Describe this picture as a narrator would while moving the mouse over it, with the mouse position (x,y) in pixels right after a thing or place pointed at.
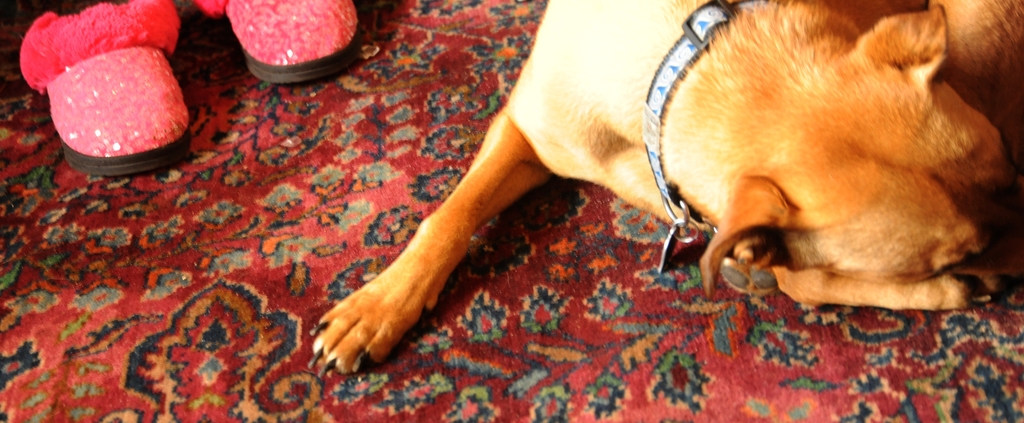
In this image I can see a dog (741,95) which is golden brown in color is laying on the red colored surface (601,276). I can see a belt (672,57) to its neck (664,137) which is white, blue and black in color. To the left top of the image (166,132) I can see a pair of footwear (134,102) which is pink and black in color.
